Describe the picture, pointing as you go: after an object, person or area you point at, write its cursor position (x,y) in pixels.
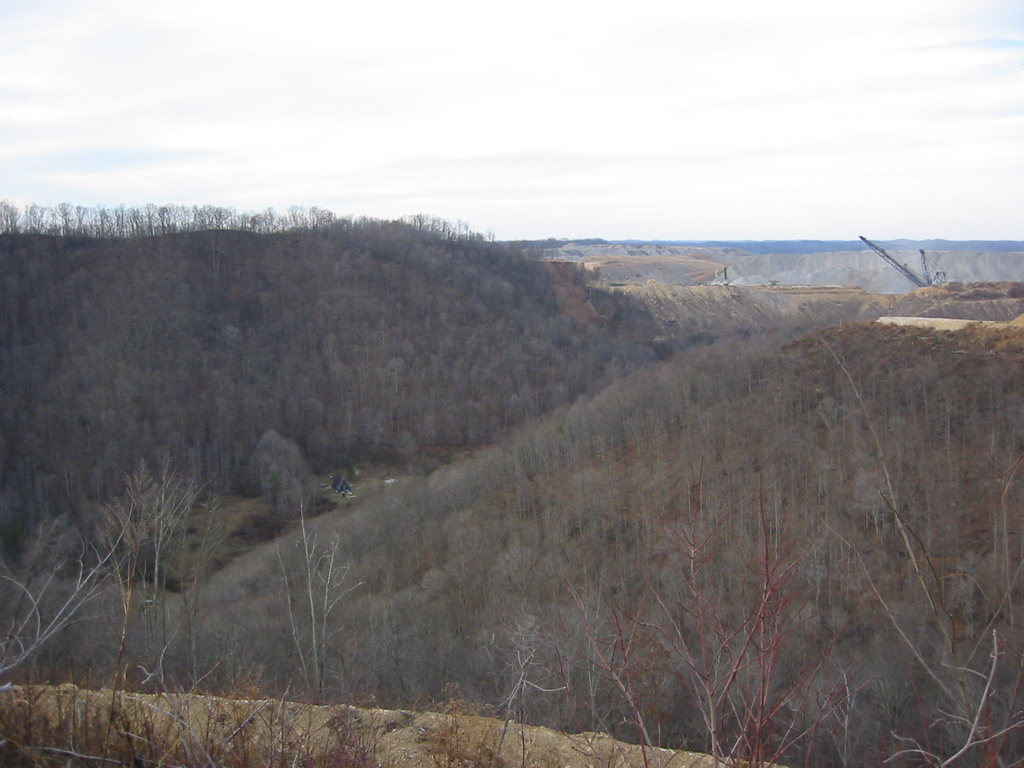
In this picture we can see plants (735,595), trees (716,376) and crane (927,267). In the background of the image (572,103) we can see the sky (346,187).
